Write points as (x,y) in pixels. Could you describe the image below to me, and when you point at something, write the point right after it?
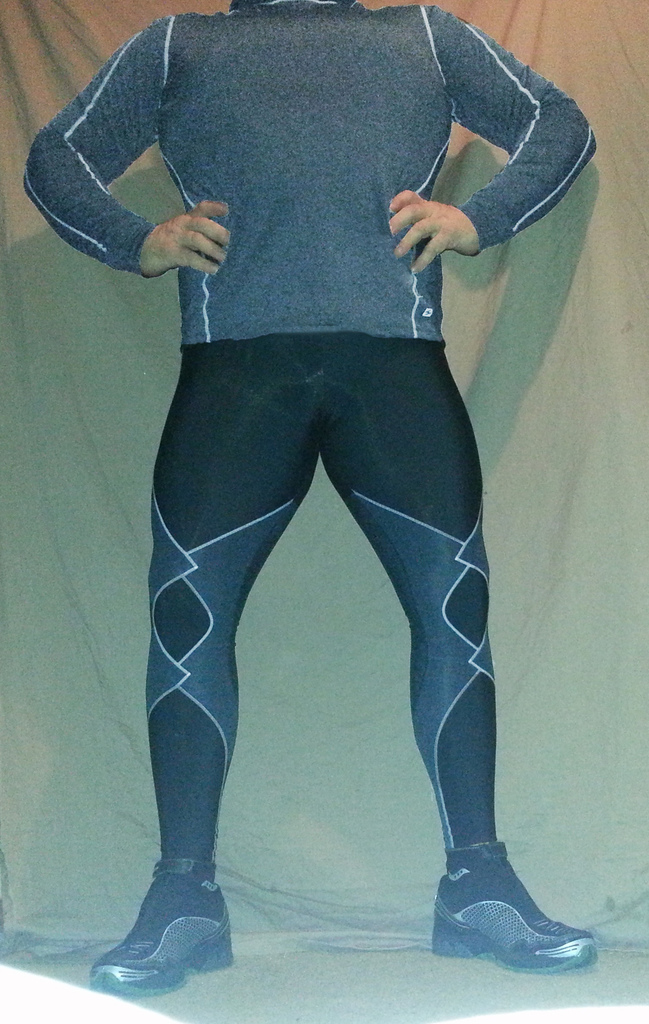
In this image, I can see a person (350,246) standing. In the background (133,537), that looks like a cloth (302,503).
